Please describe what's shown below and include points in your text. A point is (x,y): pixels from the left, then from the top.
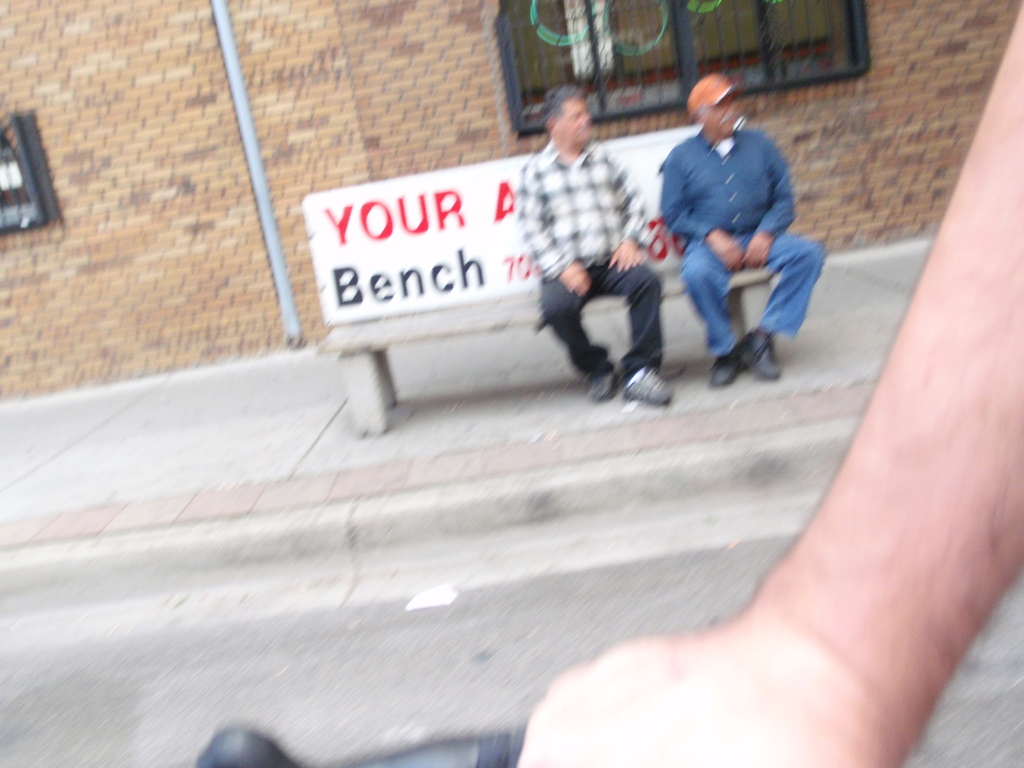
On the right side of the image (803,605) there is a hand (861,432) of a person (861,432). Behind the hand (861,432) there is a footpath (424,408). On the footpath (412,376) there is a bench (431,245) with text (411,272) on it. And there are two men (705,205) sitting on the bench (663,228). Behind the bench (361,202) there is a brick wall (325,38) with a glass window (516,85) and a pipe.
